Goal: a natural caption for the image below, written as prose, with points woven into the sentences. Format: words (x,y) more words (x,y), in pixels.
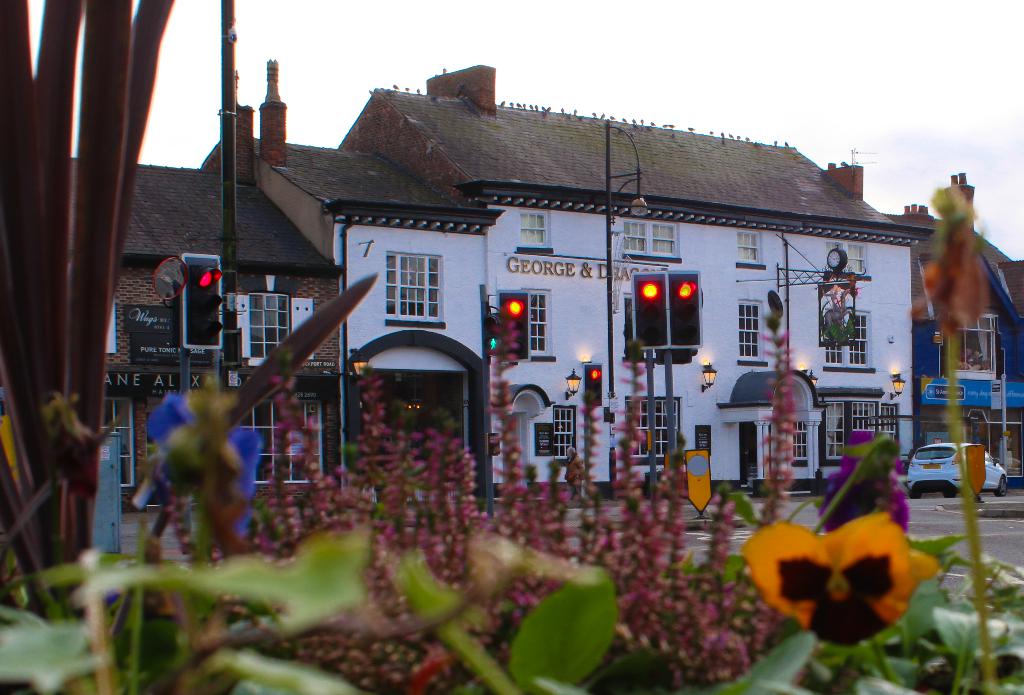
In this picture we can see the white color house (459,305) with windows (756,317) and rooftop (701,169). In the front (555,594) bottom side there are some plants (521,631).
